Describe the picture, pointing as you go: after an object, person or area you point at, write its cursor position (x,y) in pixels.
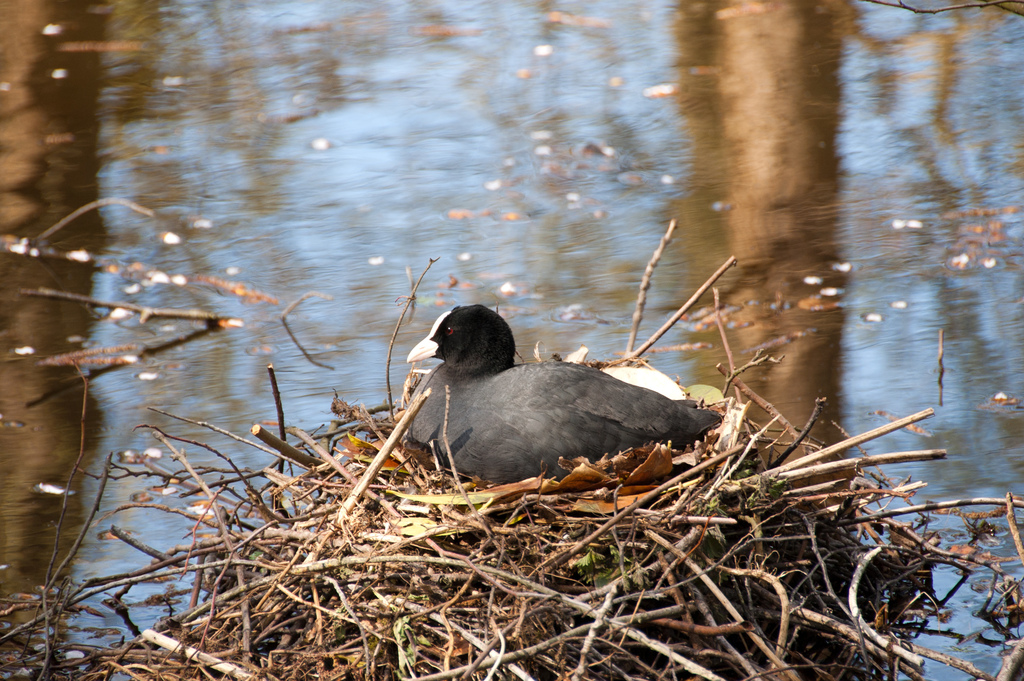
In this image, I can see a bird (494,336) sitting on the nest (581,494). I think this nest (462,537) is built with the stems (286,581). I can see the water (725,195) flowing.
